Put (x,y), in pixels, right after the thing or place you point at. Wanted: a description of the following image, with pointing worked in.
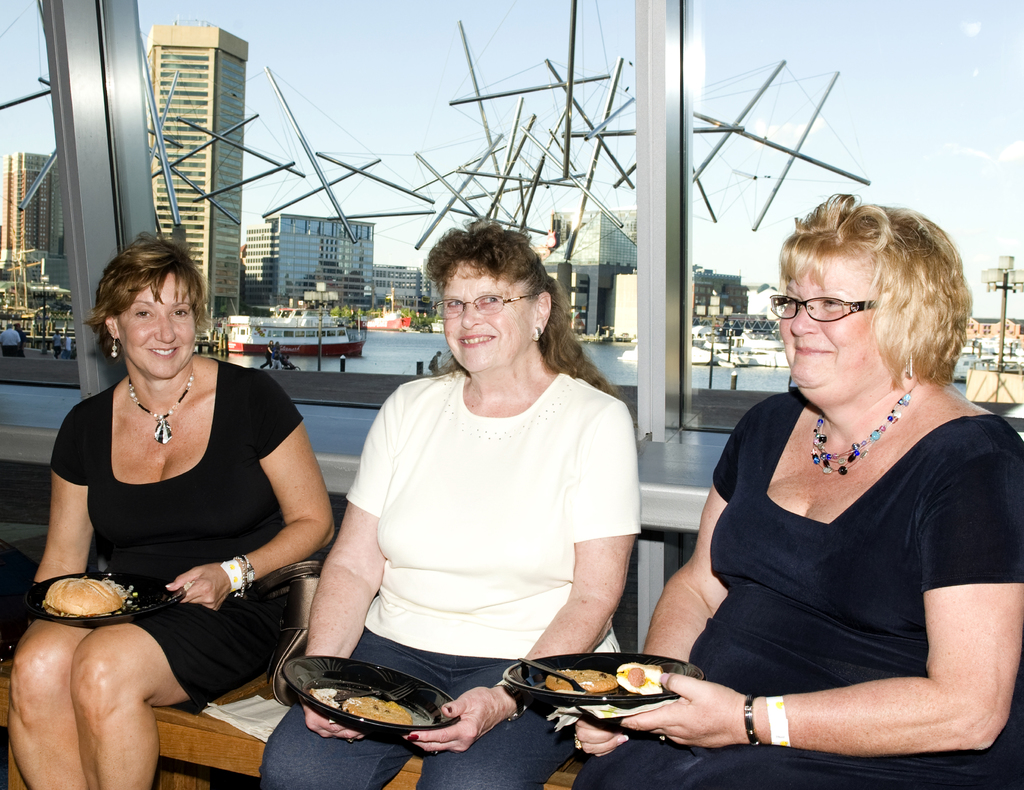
In this picture we can see three women (141,533) smiling and holding plates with their hands (741,736) and sitting on a wooden surface (206,752) and on these plates (304,698) we can see food items (120,601) and in the background (334,276) we can see buildings (375,275), boats (332,352) on the water (718,368), some people (8,344) and some objects (718,314) and the sky (760,106).
